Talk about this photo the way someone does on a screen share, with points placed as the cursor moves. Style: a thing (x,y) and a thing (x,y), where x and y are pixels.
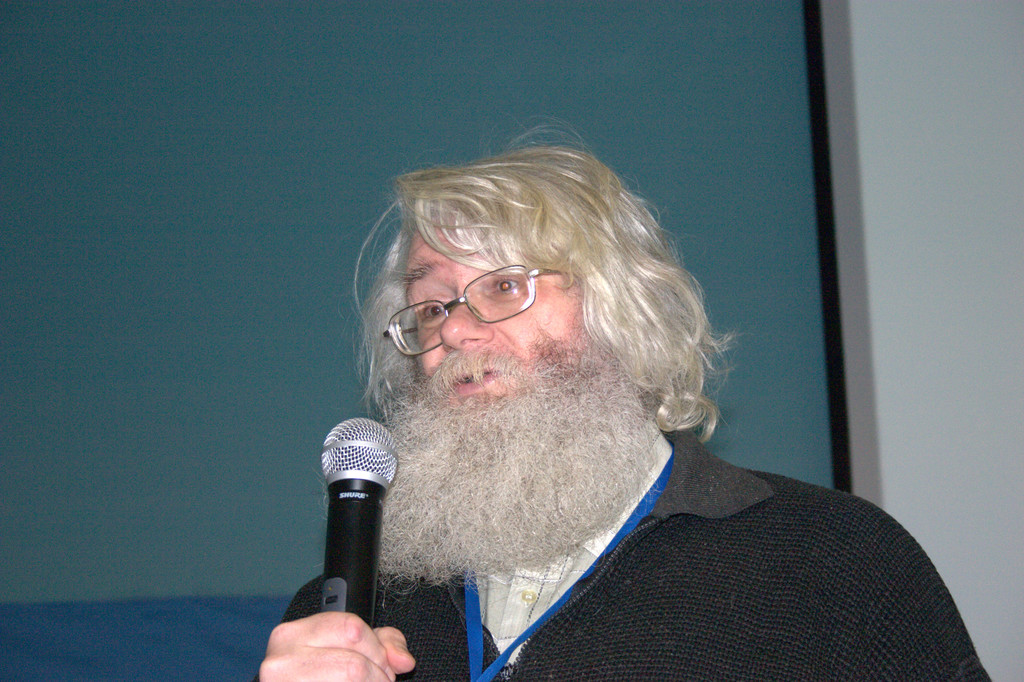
In the center of the image (476,326) there is a person (666,421) holding a mic (373,438) in his hand (333,656). In the background of the image (181,81) there is a green color screen (158,137).
